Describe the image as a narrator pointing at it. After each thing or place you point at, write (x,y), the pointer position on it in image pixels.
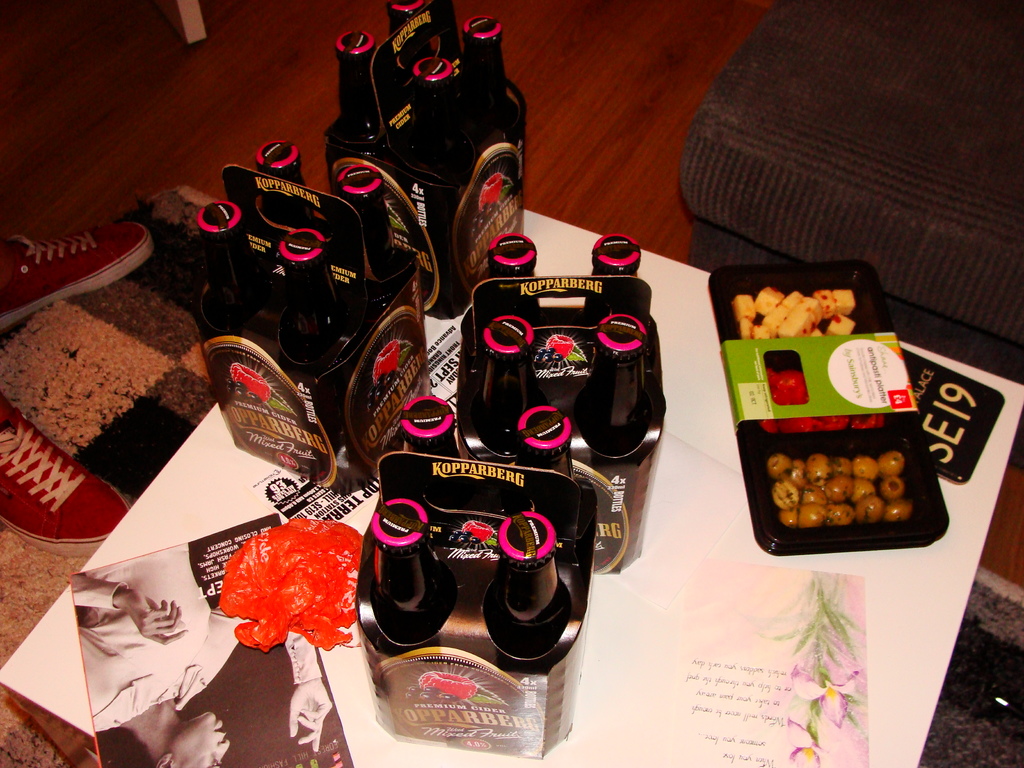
In this image I can see a white colour thing (697,321) and on it I can see a box (872,537), number of bottles (426,550), a book (121,766) and few other things (807,754). On the top right side of the image (753,88) I can see a grey colour thing (740,71) and on the left side of the image (138,248) I can see two red colour shoes (33,482) and a carpet (70,387) on the floor (43,213).
